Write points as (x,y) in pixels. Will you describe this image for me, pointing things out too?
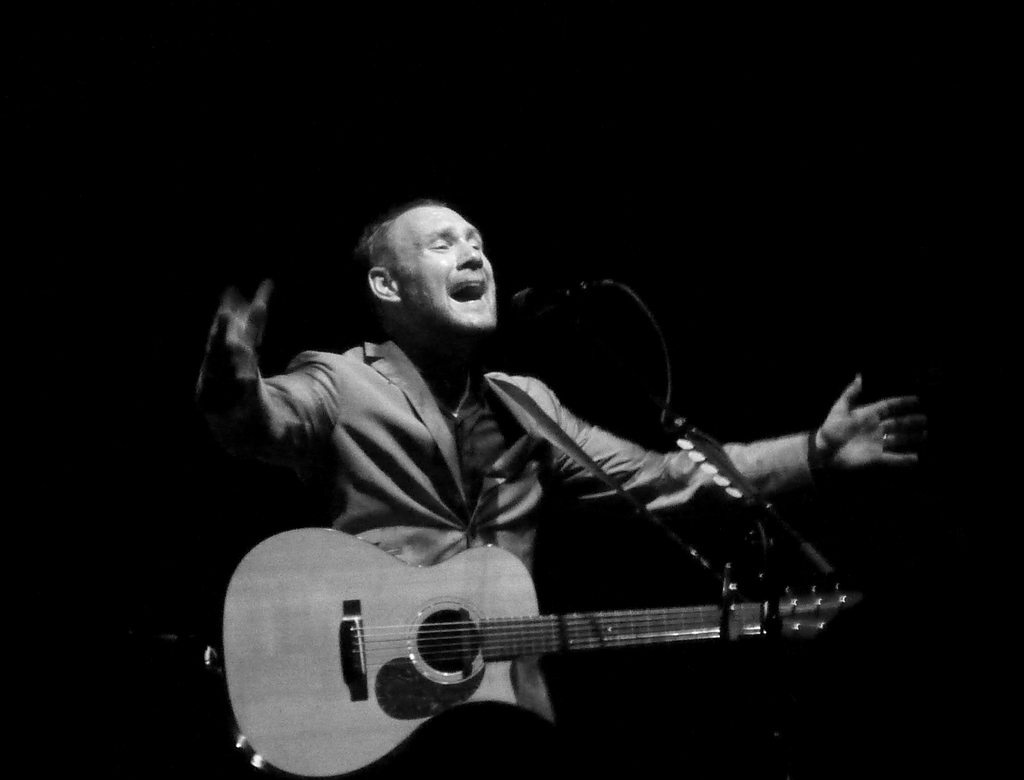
Here we can see a man (418,430) with a guitar (455,675) and a microphone (558,284) in front of him, both the hands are spread and the guy (479,267) is singing.
